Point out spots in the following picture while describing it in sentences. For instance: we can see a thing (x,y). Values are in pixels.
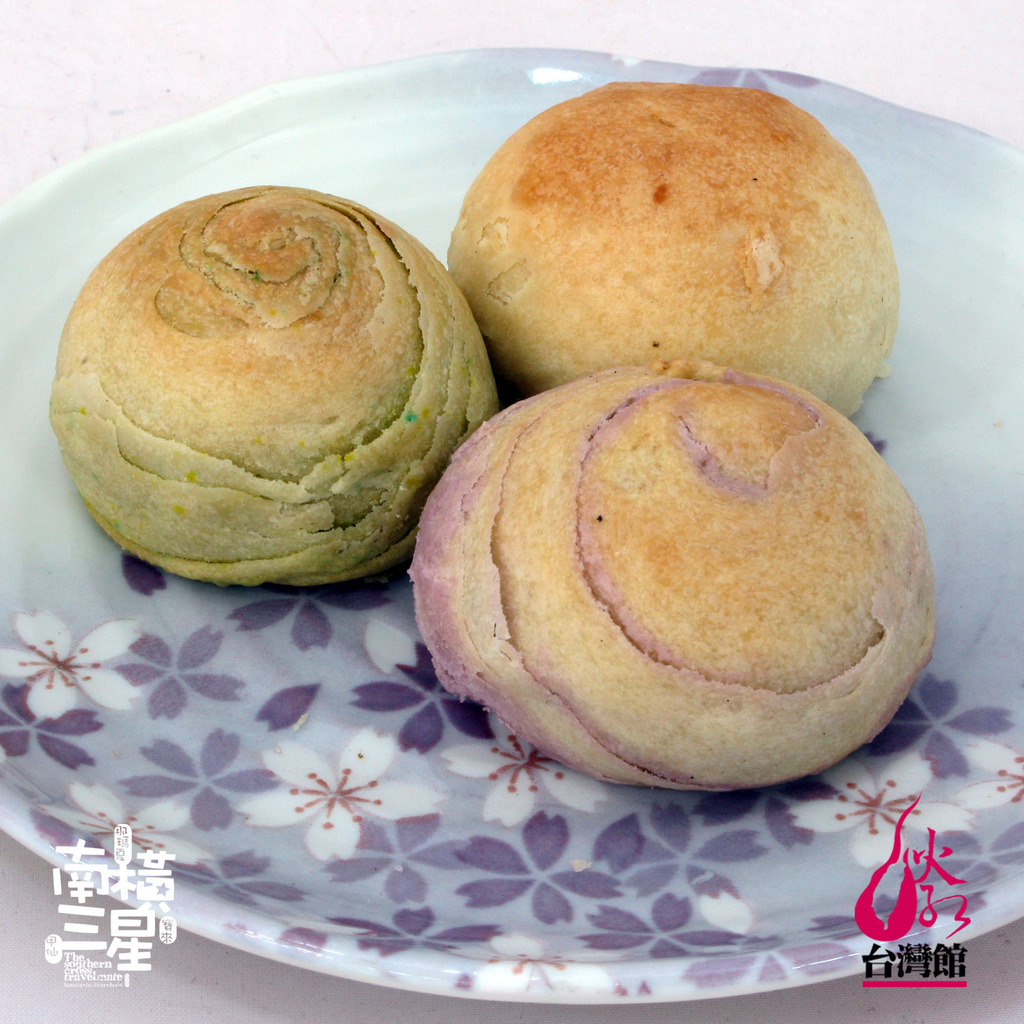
In this image group of food items (610,216) are placed in a plate (457,875).
